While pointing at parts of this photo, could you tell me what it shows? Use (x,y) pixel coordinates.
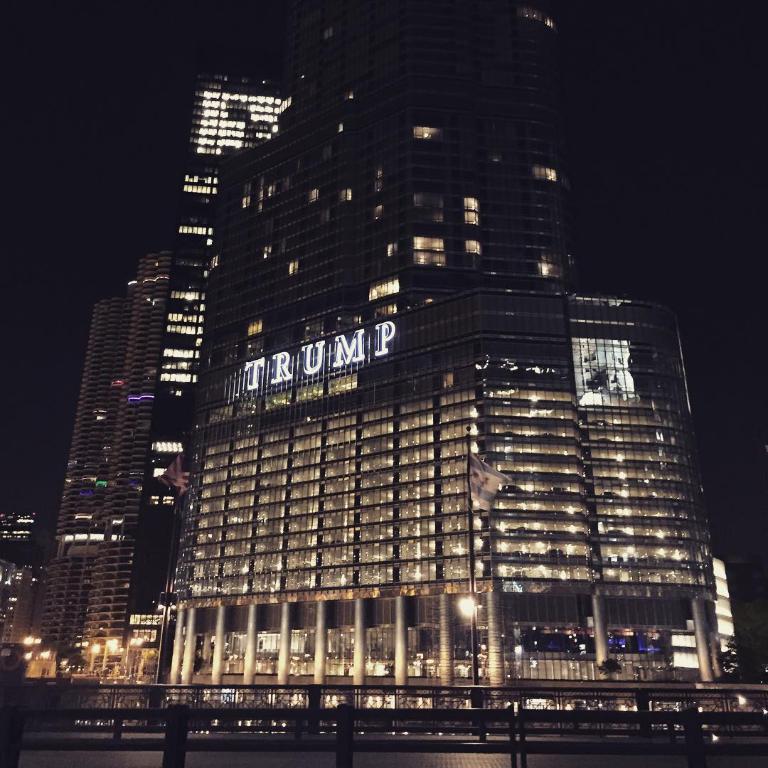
In this image we can see a building (407,438) with windows (449,465), lights (331,477) and some pillars (360,608). We can also see the flag (474,498) to a pole (477,678) and a fence (665,719).
